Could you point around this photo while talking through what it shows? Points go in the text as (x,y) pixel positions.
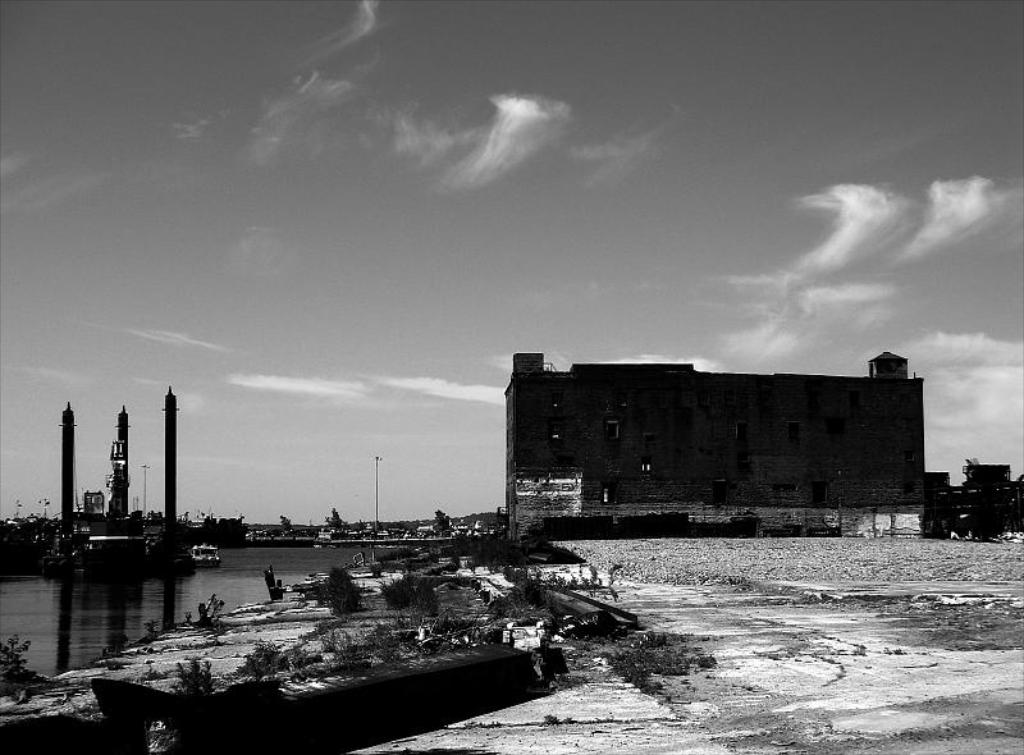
This is a black and white image. In this picture we can see the buildings (528,483), trees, poles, towers (66,474), boats (145,541), water (73,596). At the bottom of the image (734,702) we can see the ground (622,642), plants (507,598). At the top of the image (633,175) we can see the clouds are present in the sky (416,305).
